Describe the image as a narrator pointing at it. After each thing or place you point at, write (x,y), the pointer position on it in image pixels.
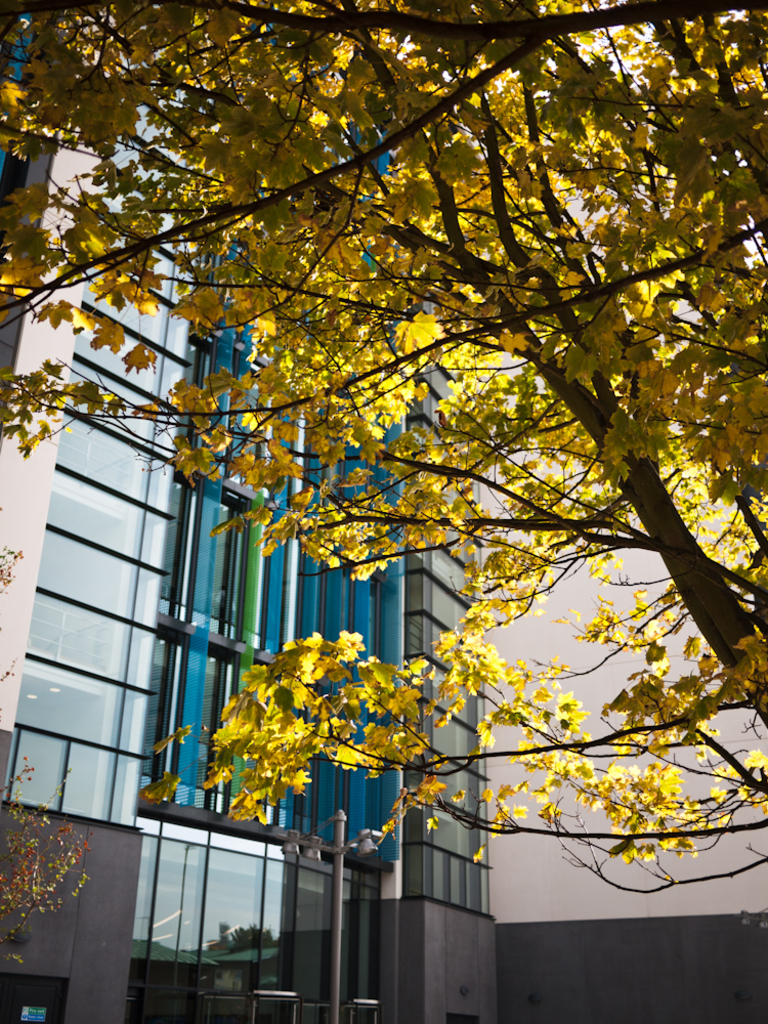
In this image we can see a building (283,493), windows (152,841), pole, lights (370,848), and the tree (326,756).
